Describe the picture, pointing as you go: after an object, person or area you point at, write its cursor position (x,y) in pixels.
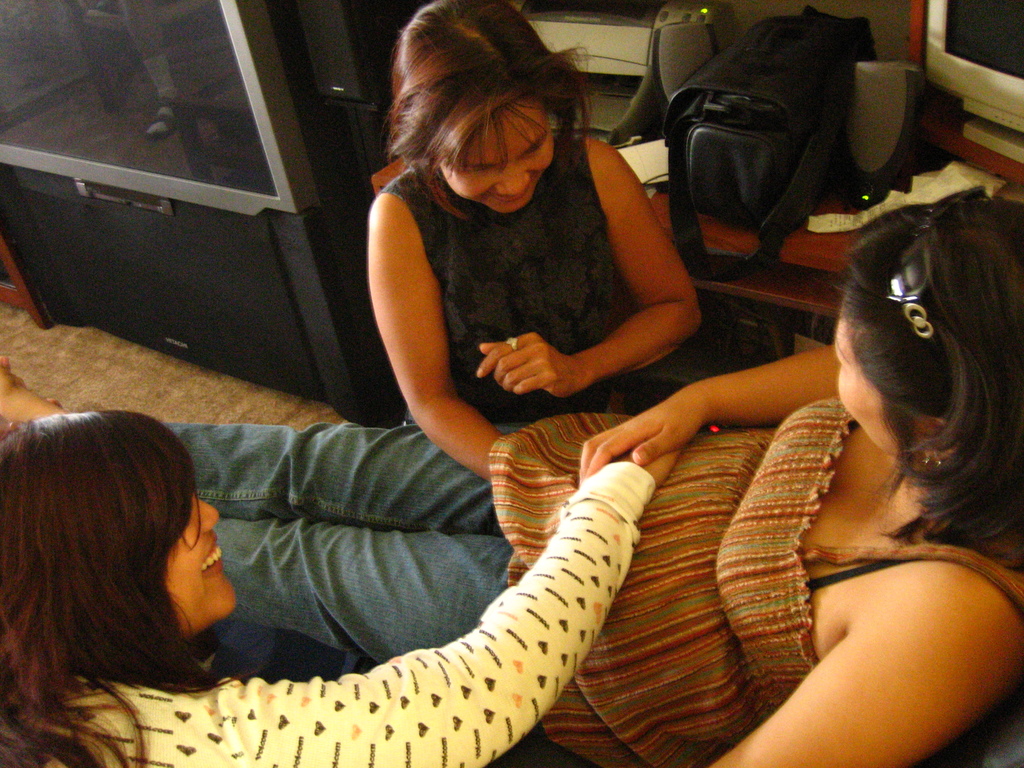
In this picture we can see three people (86,460) on the floor (56,400), monitor (971,69), bag (801,88), speakers (668,44) and in the background (304,189) we can see a television (129,143).
